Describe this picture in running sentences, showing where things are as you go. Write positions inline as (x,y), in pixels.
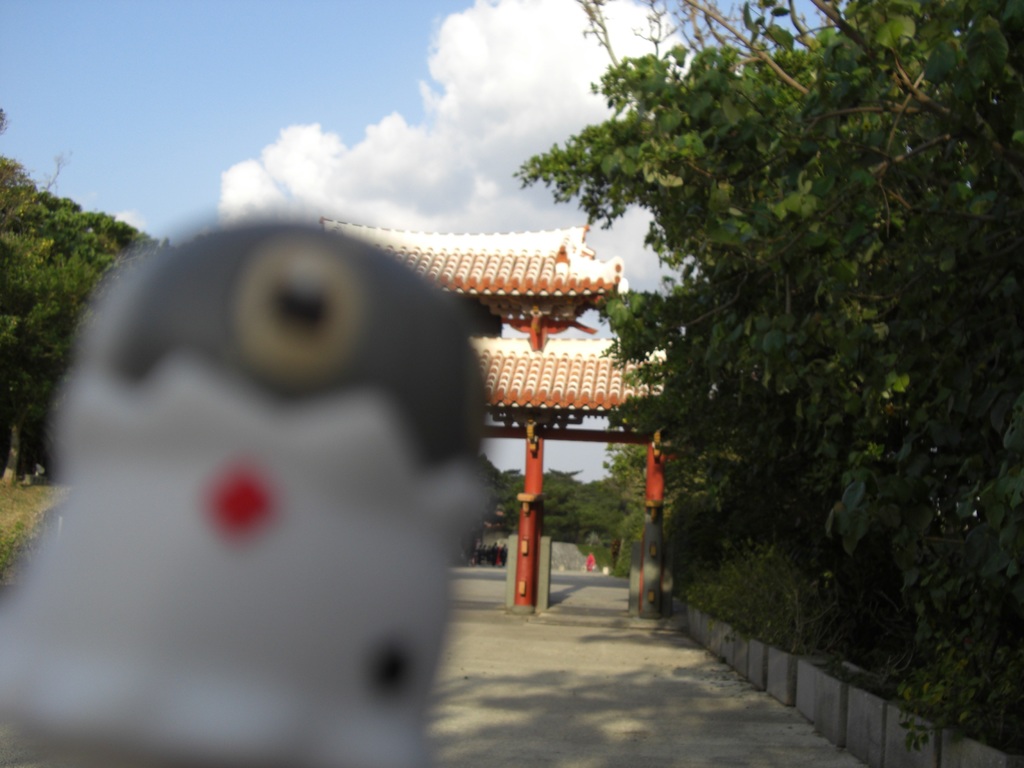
This part of the image is blurred where we can see an object (334,535). Here we can see the road (620,580), arch (565,392), trees (866,317) on the either sides of the image and the sky (308,124) with clouds (427,140) in the background (373,149).
